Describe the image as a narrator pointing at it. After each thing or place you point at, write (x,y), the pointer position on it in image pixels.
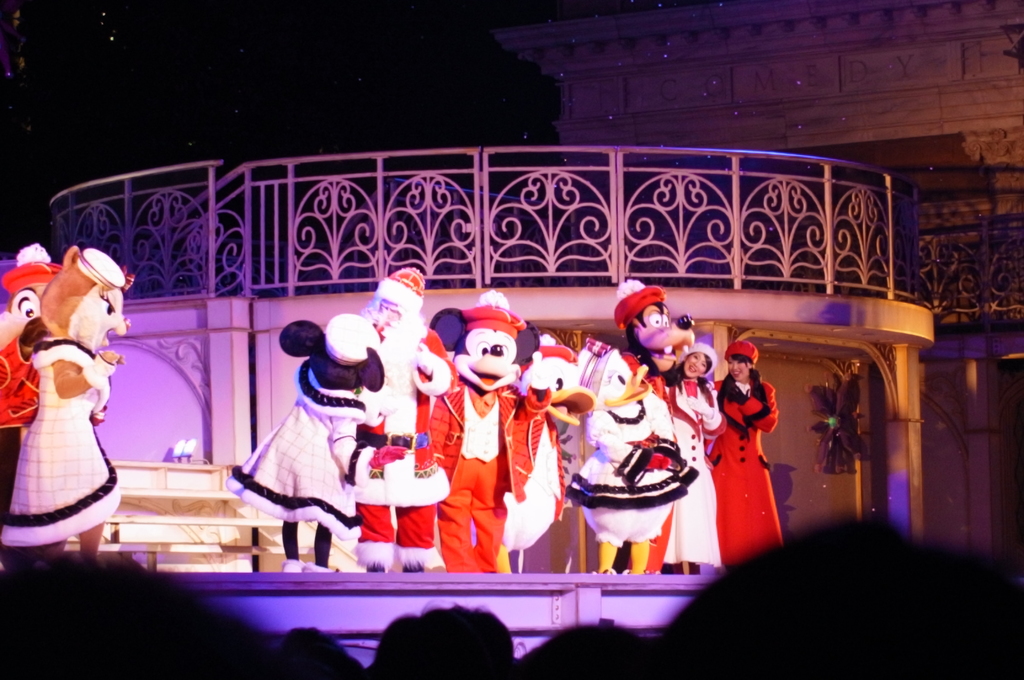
In this picture we can see a group of people (56,384) in the fancy dresses (55,407) and the people (264,457) are standing on the stage (411,590). Behind the people (340,412) there are some objects (255,324) and iron grilles (267,219). Behind the grilles (552,185), it looks like a wall (654,117).
